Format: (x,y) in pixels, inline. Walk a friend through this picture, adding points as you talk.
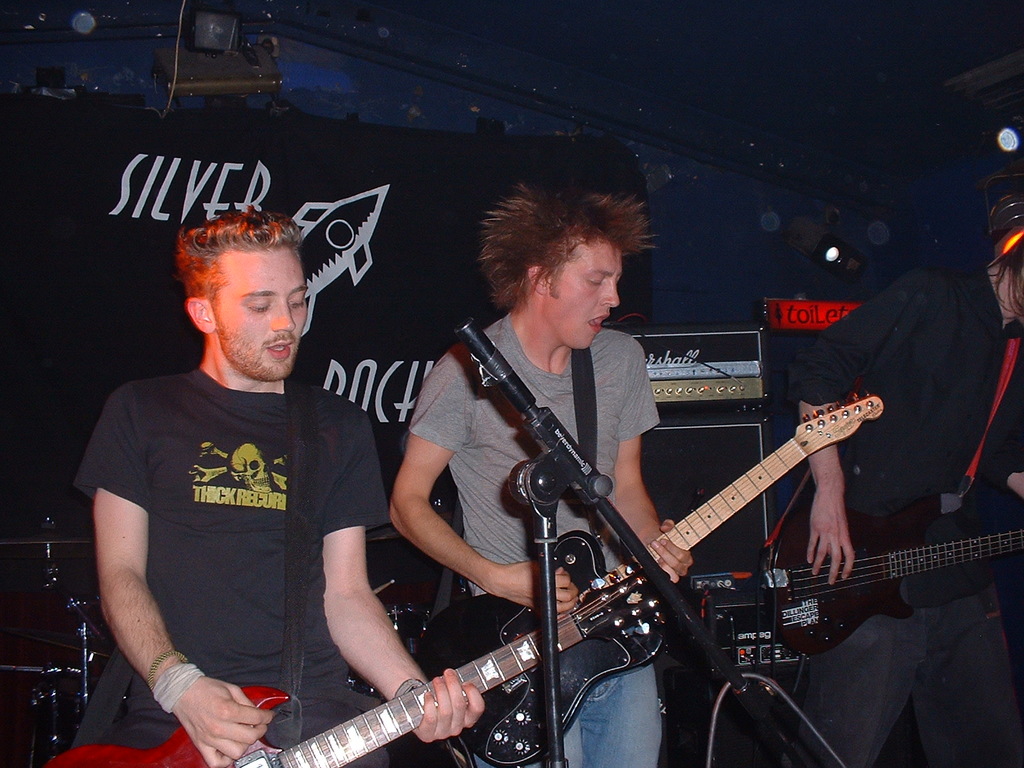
In this image I can see few people (964,565) are standing and holding guitars (633,579). I can also see a mic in front of them.
